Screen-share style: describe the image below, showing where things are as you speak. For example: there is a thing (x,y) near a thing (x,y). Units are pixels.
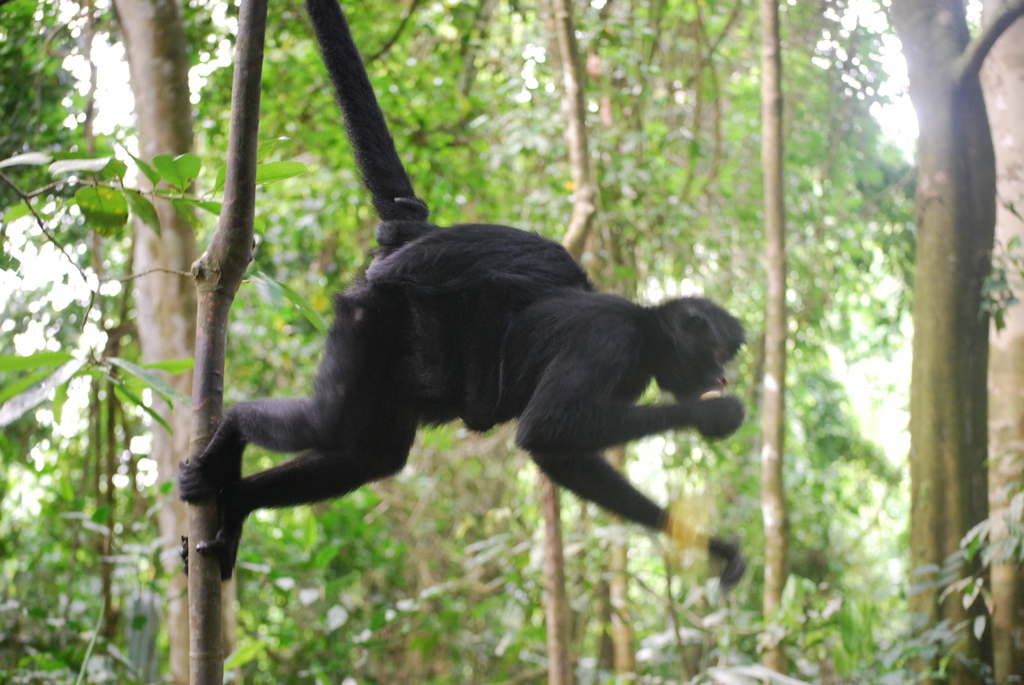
In this image we can see an animal (373,427), there are some trees (185,189) and also we can see the sky (61,277).
